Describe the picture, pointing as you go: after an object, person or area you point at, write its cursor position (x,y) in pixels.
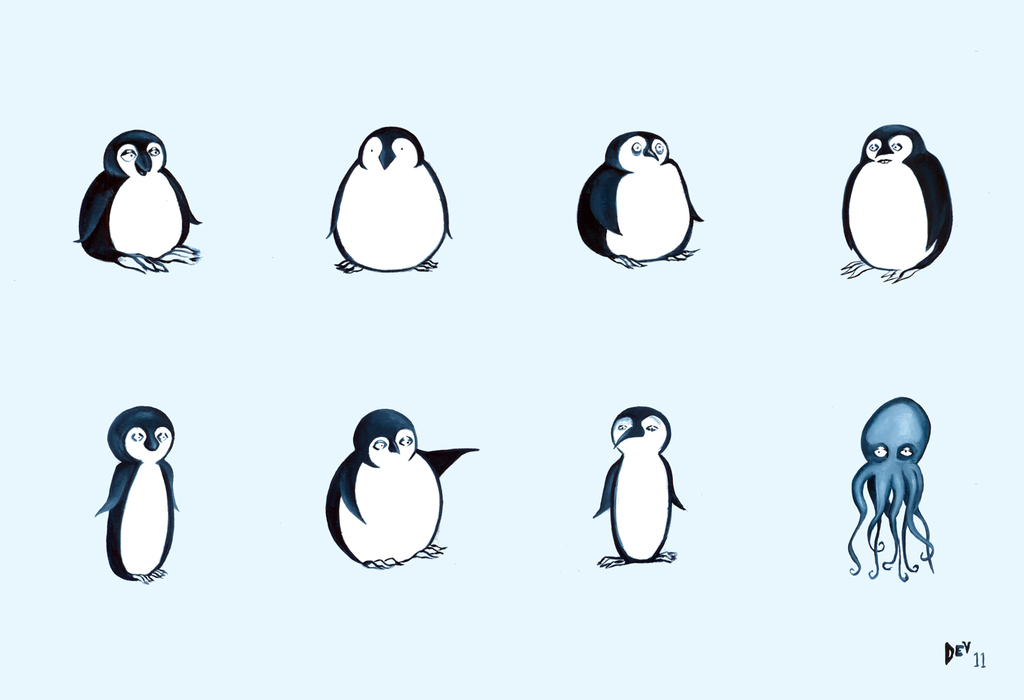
This image consists of a poster (427,505) with a few images (370,485) of penguins (910,216) and an octopus (862,506).
